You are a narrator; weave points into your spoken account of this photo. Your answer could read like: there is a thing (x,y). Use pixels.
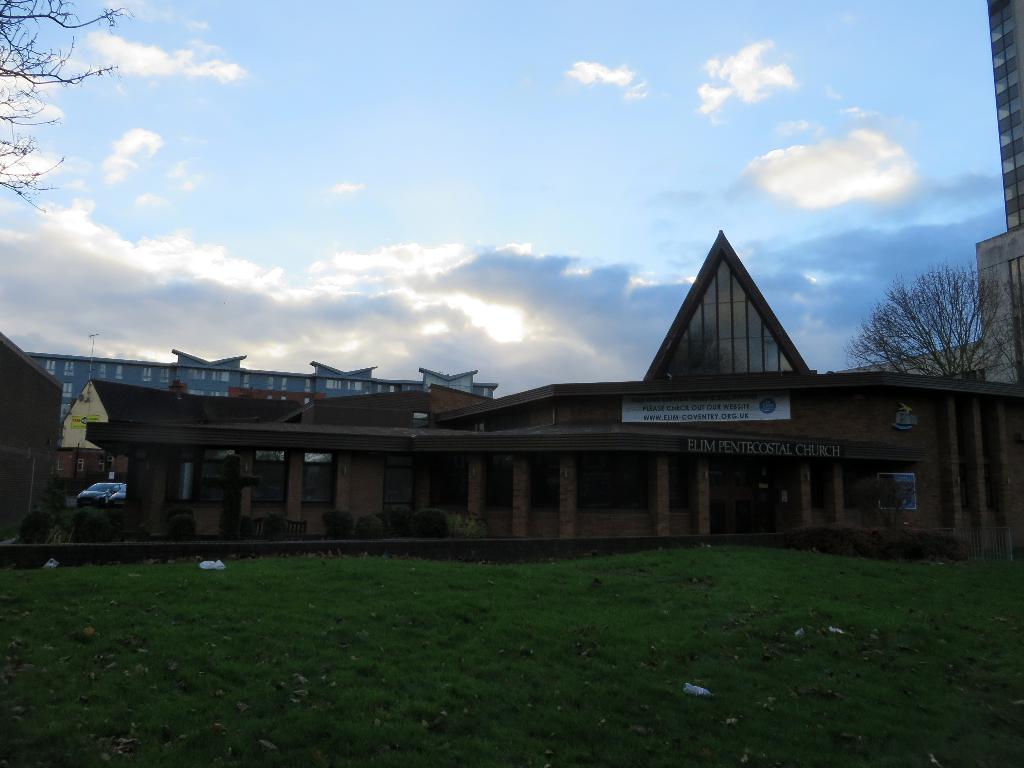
In this image I can see few buildings (163,477) in brown and gray color, grass (517,578) in green color, dried trees (940,326) and the sky (561,265) is in white and blue color.
